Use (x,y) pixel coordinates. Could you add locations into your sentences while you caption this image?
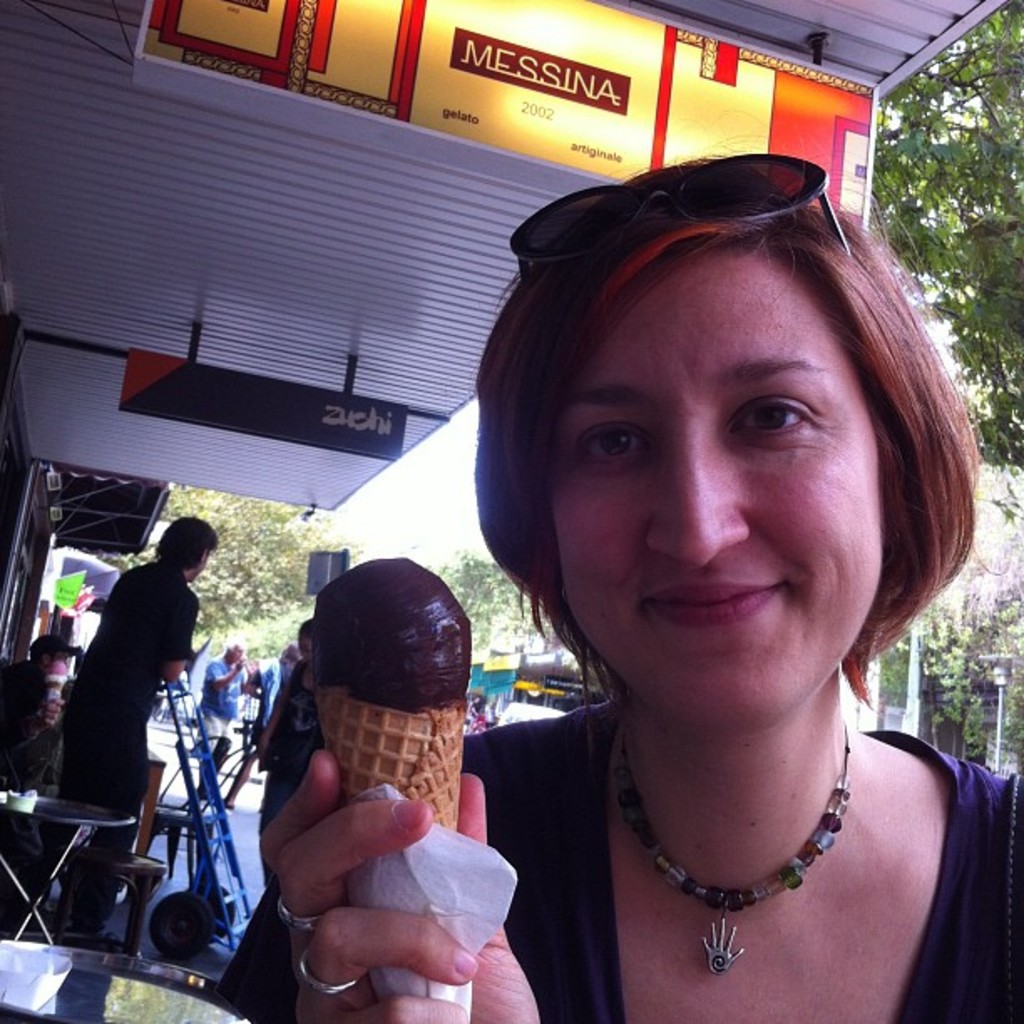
In this picture we can see a woman (870,961) holding a ice cream cone (355,730) and a tissue paper (439,874) with her hand (397,829) and smiling and in the background (244,656) we can see some persons (145,684) standing, tables (123,1000), chairs (158,782), trees (932,235).
